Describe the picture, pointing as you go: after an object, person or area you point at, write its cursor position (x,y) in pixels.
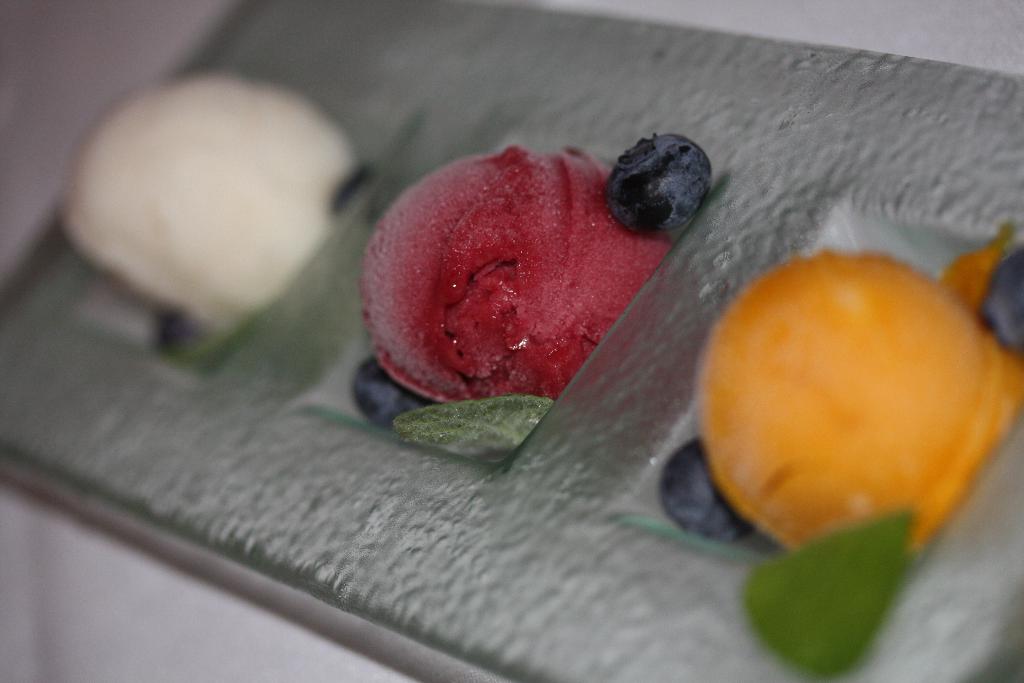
Here in this picture we can see ice cream (378,252) and fruits (657,205) present on a plate (327,332) over there.
